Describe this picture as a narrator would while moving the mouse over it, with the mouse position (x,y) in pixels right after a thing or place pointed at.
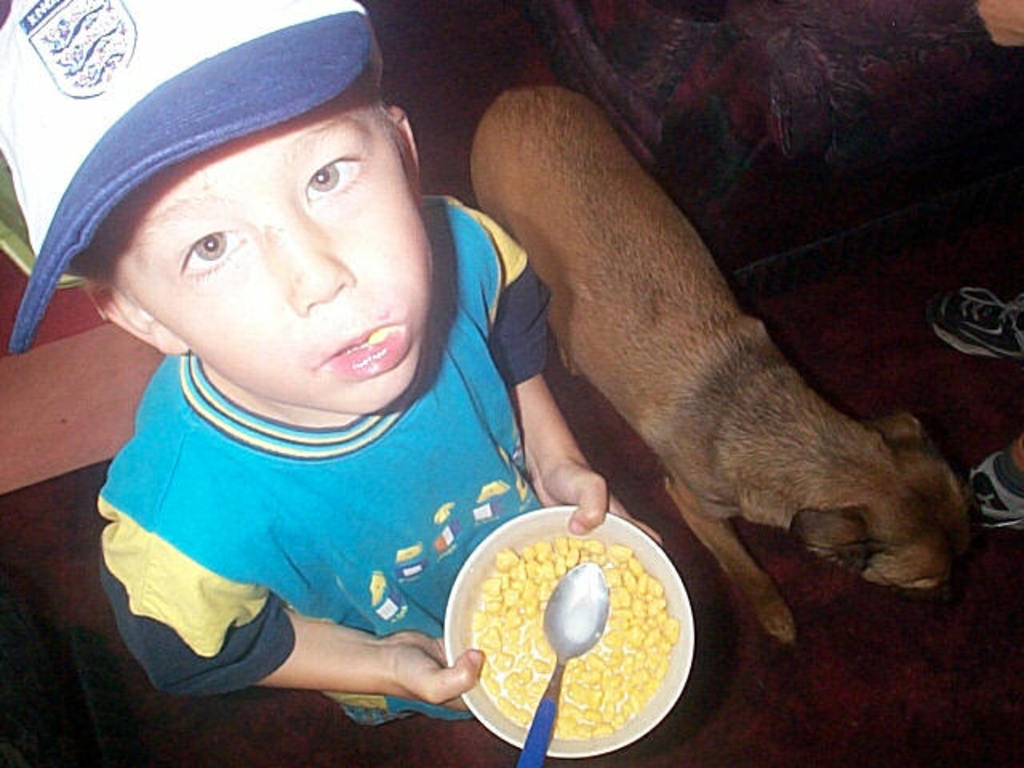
As we can see in the image there is dog (723,318), a boy (319,297) wearing cap (302,62), sky blue color t shirt (366,520) and holding bowl (584,749). In bowl (633,719) there is dish (536,592).
